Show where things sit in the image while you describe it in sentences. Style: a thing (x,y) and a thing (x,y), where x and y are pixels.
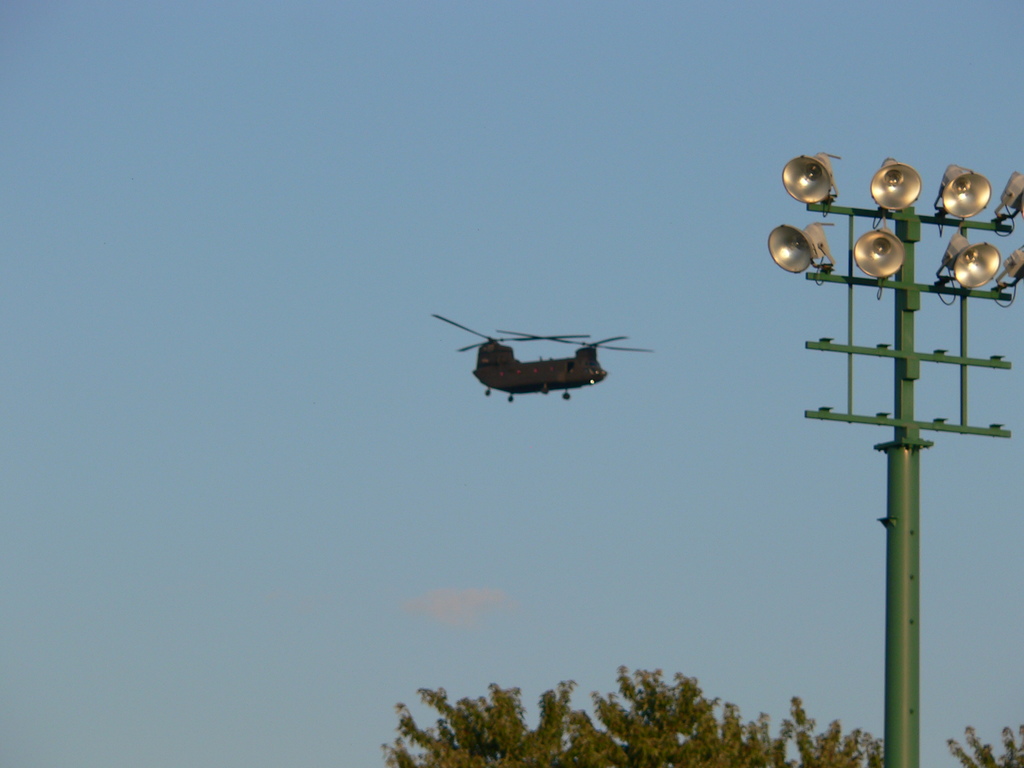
In the image there is a helicopter (576,384) in the air (431,334), below it there are trees (683,724) and a pole (901,736) with lights (824,199) and above its sky (277,280).
